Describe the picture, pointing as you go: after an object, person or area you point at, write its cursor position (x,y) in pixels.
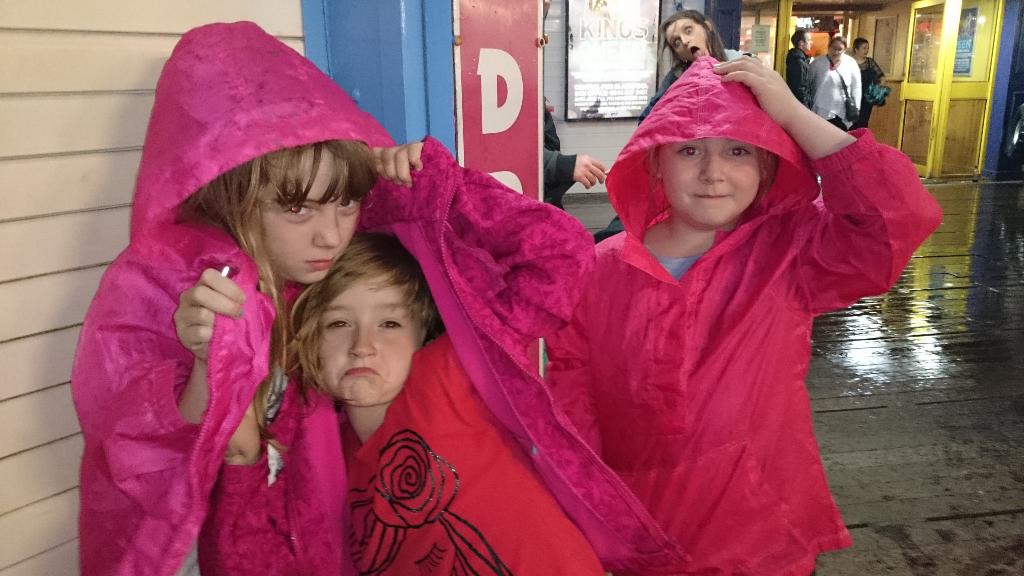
In this image there are a few children's (445,170) and few people (552,164) are standing and few are walking from the entrance (903,54) of the one of the buildings (381,55) and there is a board (626,77) with some text (588,94).
